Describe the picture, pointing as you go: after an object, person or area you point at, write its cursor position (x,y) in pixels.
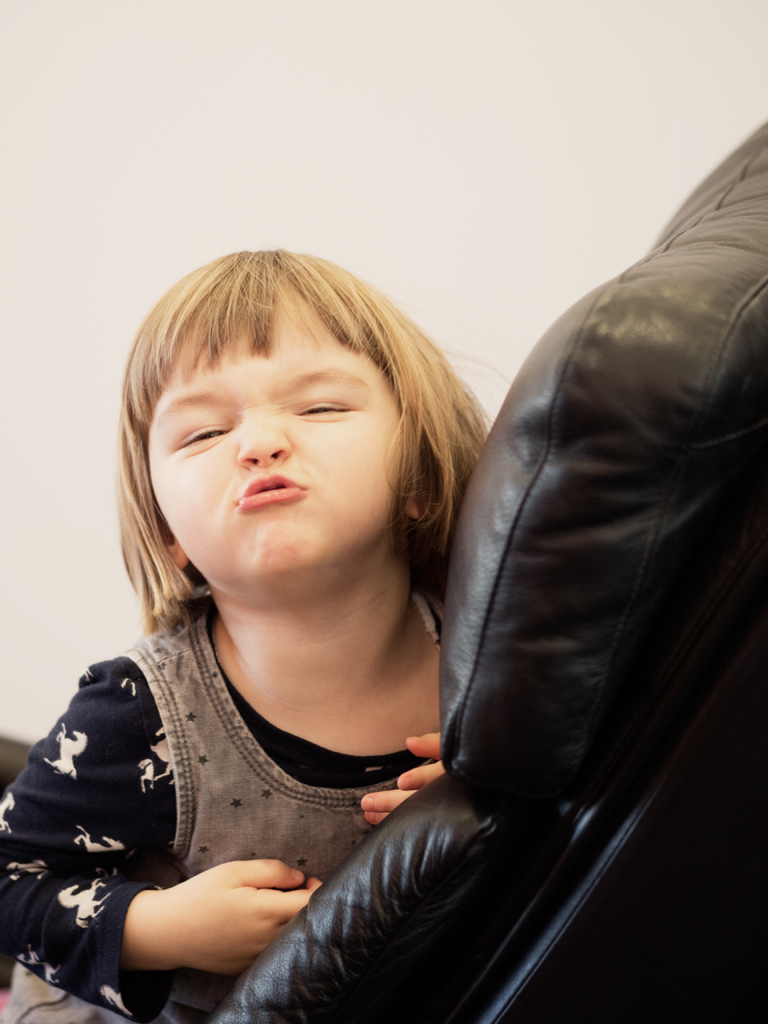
In the foreground of this picture (266,730), there is a girl (244,830) with a funky expression on her face (262,494) sitting on a black chair (524,662). In the background (388,88), there is a wall (189,103).
